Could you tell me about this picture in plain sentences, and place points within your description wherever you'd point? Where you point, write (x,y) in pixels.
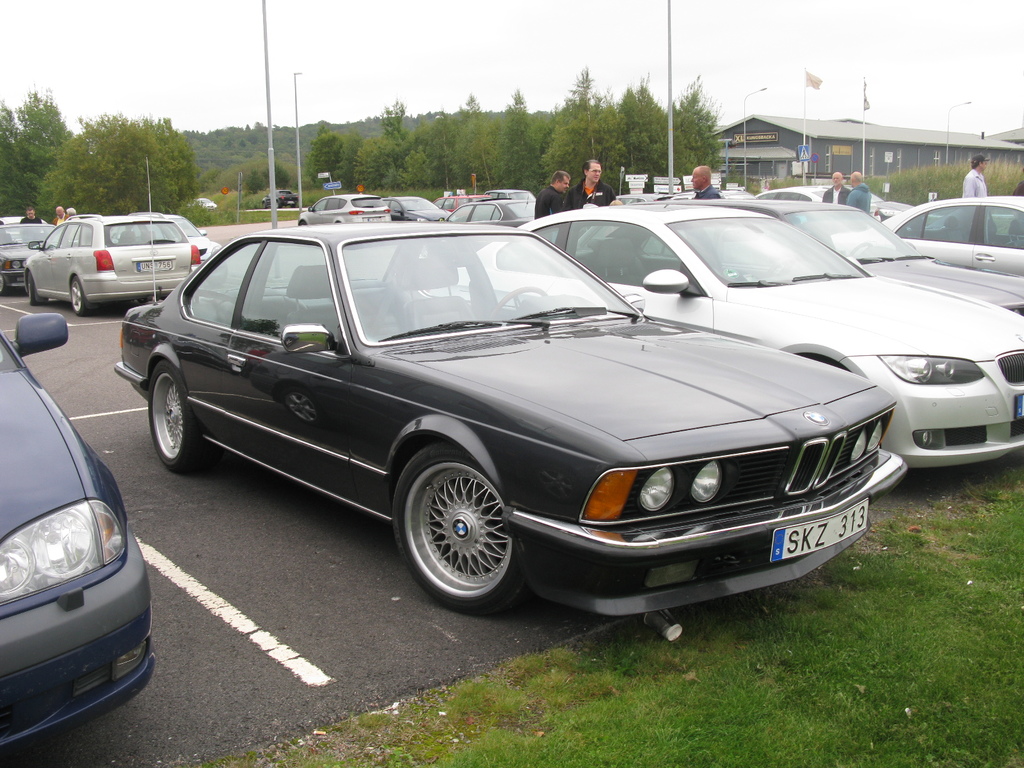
In this image, we can see few vehicles (585,492) are parked on the road (350,619). At the bottom (537,663), we can see grass (894,674). Background there are so many trees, poles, few people (841,190), house (1020,152). Top of the image (579,65), there is a sky (483,54).
